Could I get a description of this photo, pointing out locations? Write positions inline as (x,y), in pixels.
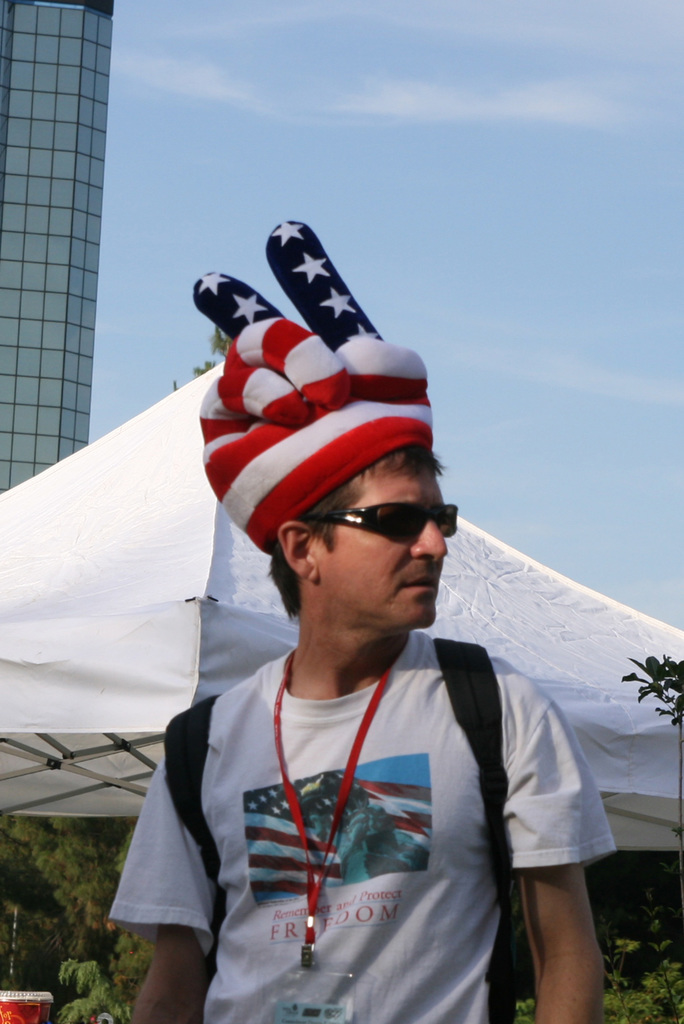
There is a man (321,744) wearing a cap (308,503), goggles (370,517) and tag (311,869). In the back (170,490) there is a tent (528,669) and trees (515,917). Also there is a building (101,163) and sky (397,103).
